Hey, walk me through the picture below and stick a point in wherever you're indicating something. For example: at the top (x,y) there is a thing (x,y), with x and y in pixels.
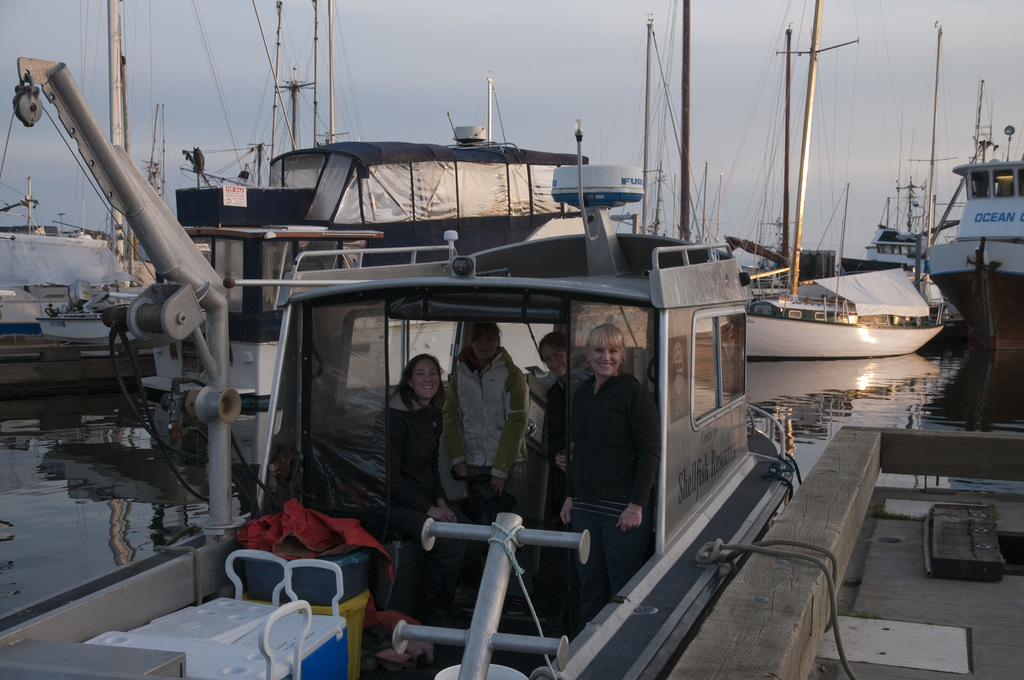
In this image, we can see people (490,455) in the boat (435,534) and in the background (517,206), there are some other boats (938,251). At the bottom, there is water (873,384) and at the top (416,75), there is sky (439,58).
